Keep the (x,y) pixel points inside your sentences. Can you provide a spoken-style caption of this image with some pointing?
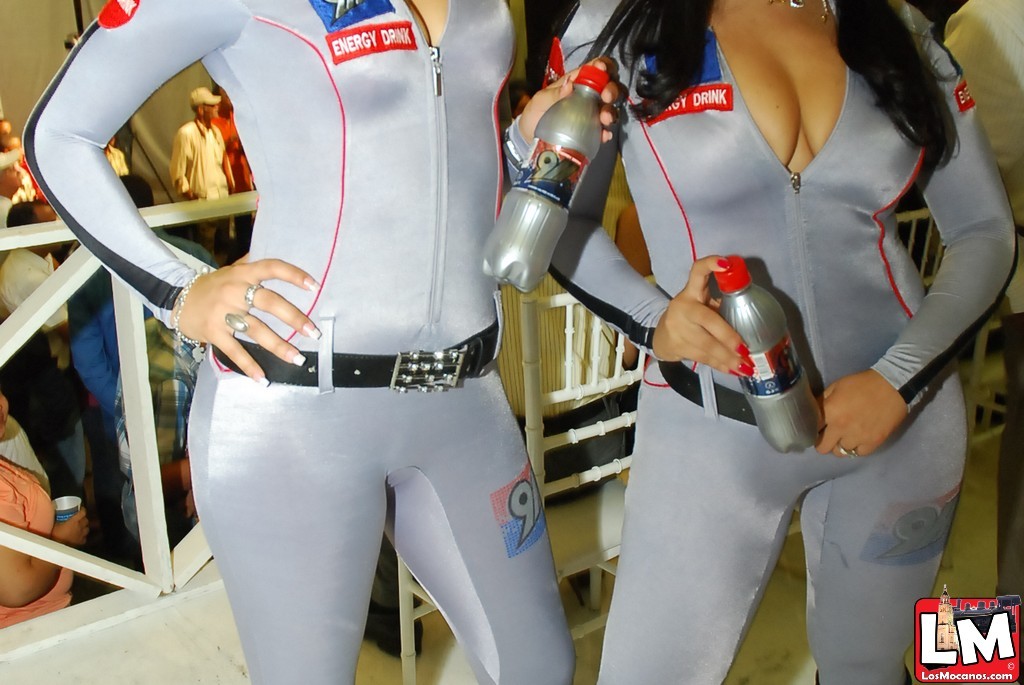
In the image there are two women (313,274) wearing grey color dress (414,320) holding soft drink bottle (801,419) in their hand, behind them there is a fence (63,239) and over the back (48,416) there are many people (53,380) standing.
